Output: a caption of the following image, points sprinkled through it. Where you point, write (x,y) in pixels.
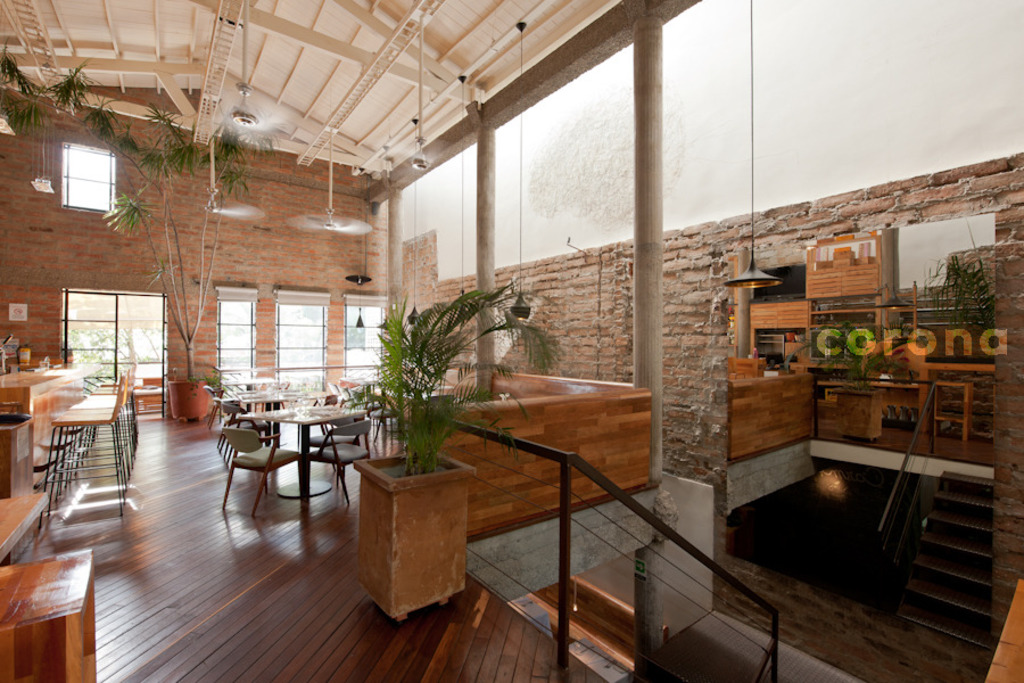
This picture describes about interior view of a building (378,268), in this we can find few plants (422,417), tables (321,414), chairs (332,432) and metal rods (563,538).
